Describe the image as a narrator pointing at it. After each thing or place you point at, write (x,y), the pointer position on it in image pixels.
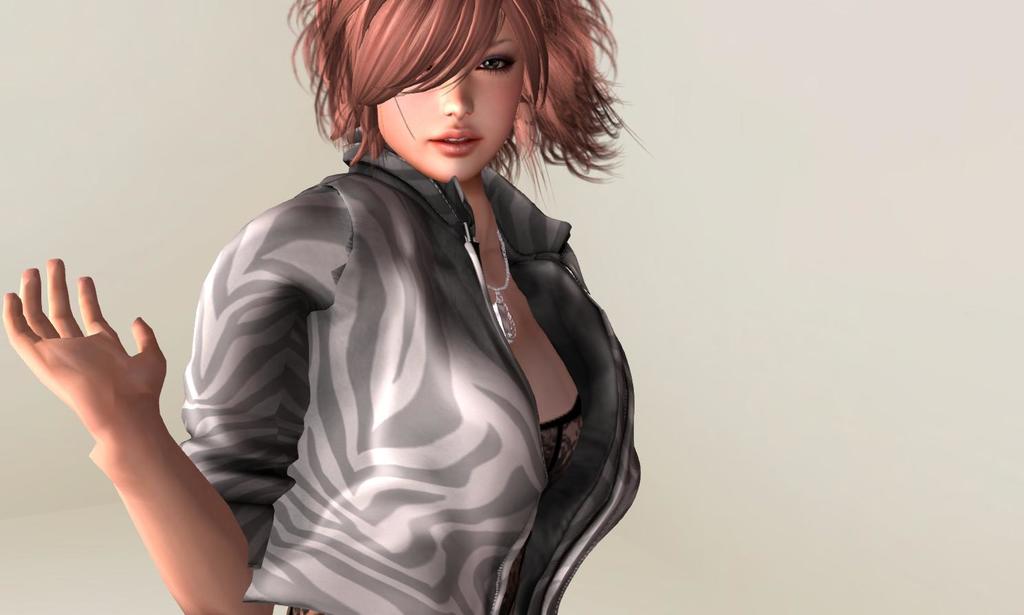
This picture is an animated picture. In this image there is a woman (478,108) with grey jacket (447,427) is standing. At the back (758,253) there is a white background (820,320).
